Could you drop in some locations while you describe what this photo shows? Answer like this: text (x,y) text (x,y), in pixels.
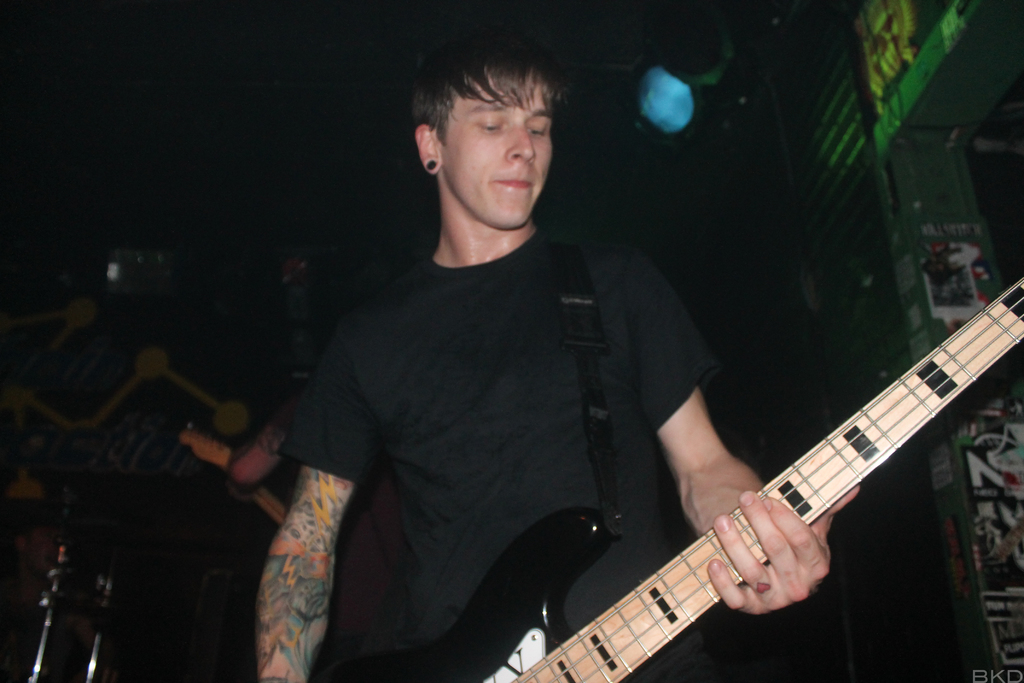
In this there is a man (395,398) who is holding the guitar (484,651) with his hand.
